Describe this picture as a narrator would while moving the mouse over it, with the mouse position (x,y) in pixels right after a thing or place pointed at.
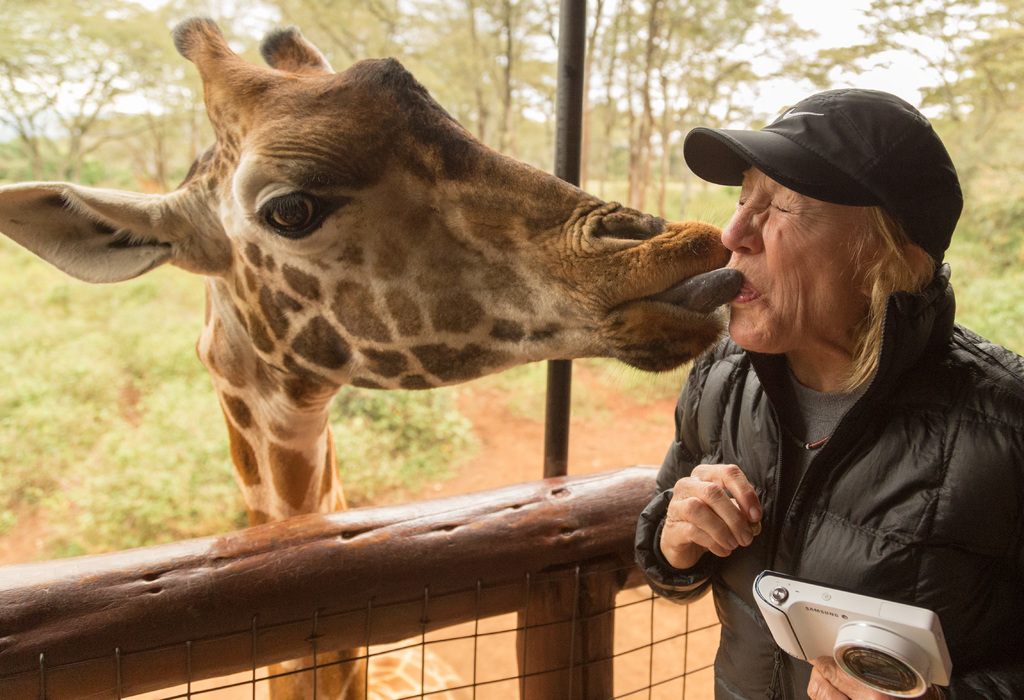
There is a person (976,617) on the right side (977,626). This is a giraffe (327,330) which is on the left side (250,356). In the background (520,130) we can see trees (130,75).
